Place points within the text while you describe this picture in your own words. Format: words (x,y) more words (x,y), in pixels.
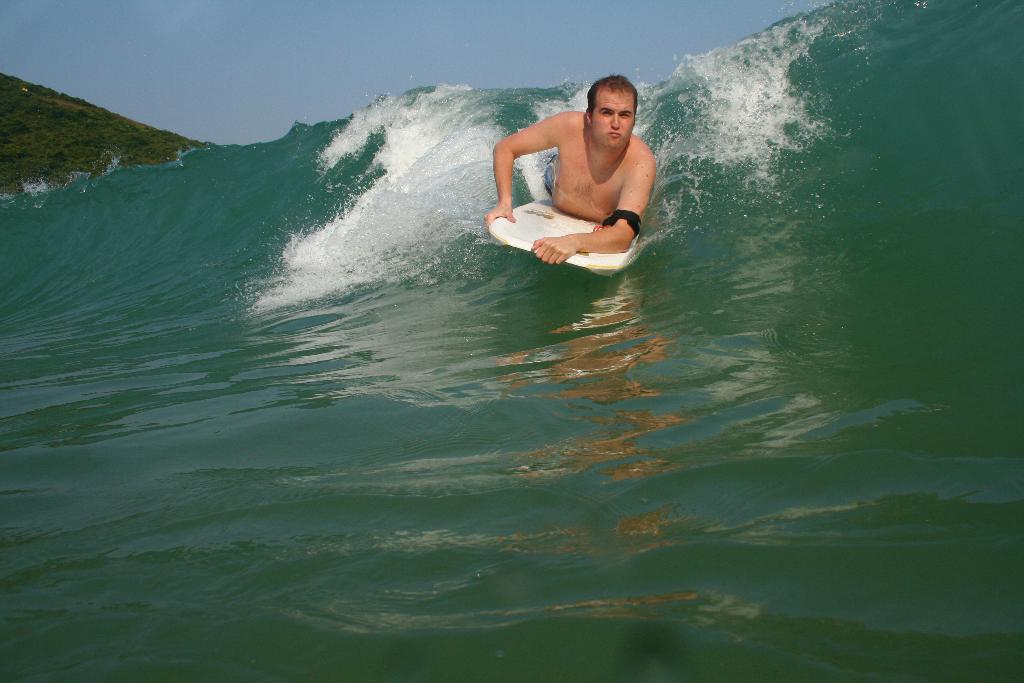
In this picture the man (614,180) is surfing on the surfing board (547,220). The man (581,217) left hand (626,219) there is a black color band (633,220). And there is wave (791,161) coming. There is a sky (285,63) with blue color. And a mountain (55,117) with green color trees (65,120).
